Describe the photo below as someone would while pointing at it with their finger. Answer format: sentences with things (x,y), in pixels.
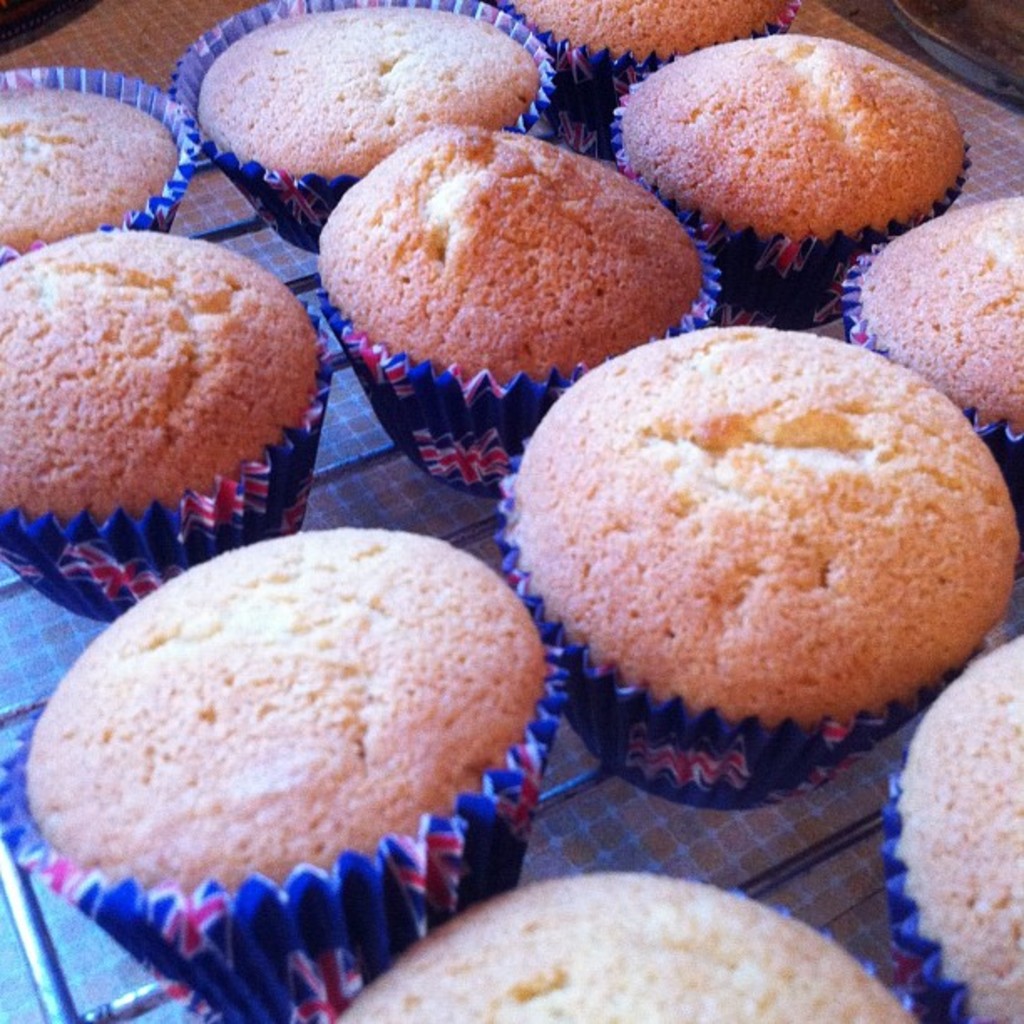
This is a zoomed in picture. In the foreground (430,656) we can see there are many number of cupcakes (505,396) placed on an object (123,25).
